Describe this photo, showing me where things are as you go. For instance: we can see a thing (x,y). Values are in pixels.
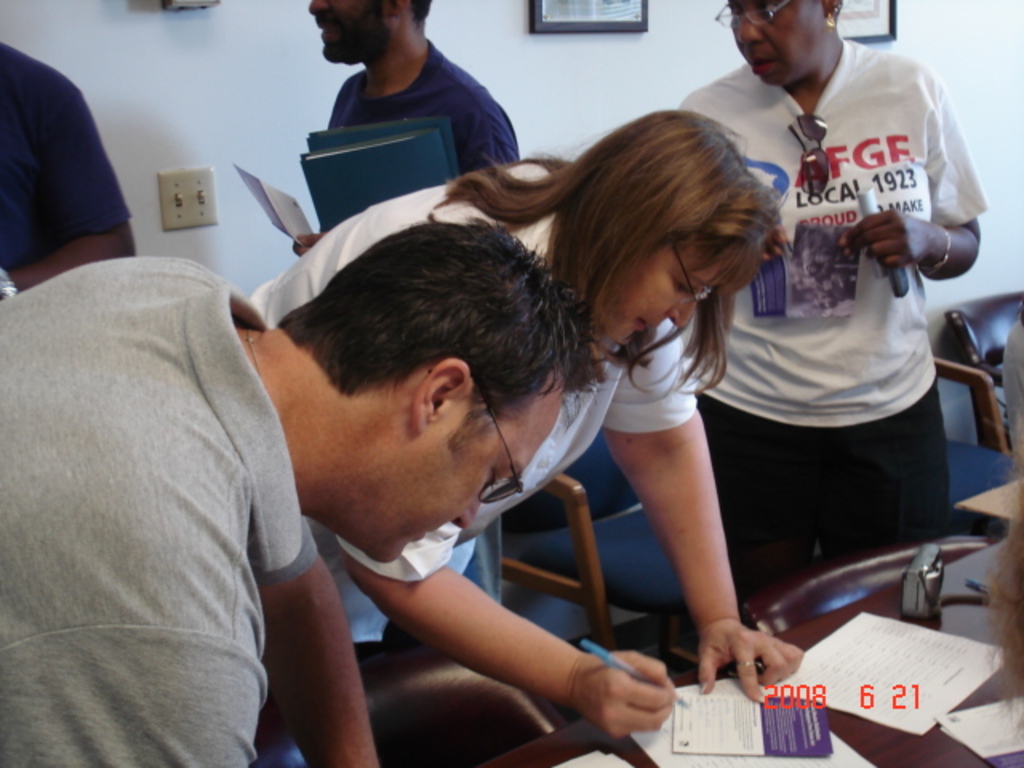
As we can see in the image there are few people (22,306) here and there, chairs (952,455), white color wall (205,80), photo frames (582,19) and table (898,757). On table (912,756) there are papers (790,693).
